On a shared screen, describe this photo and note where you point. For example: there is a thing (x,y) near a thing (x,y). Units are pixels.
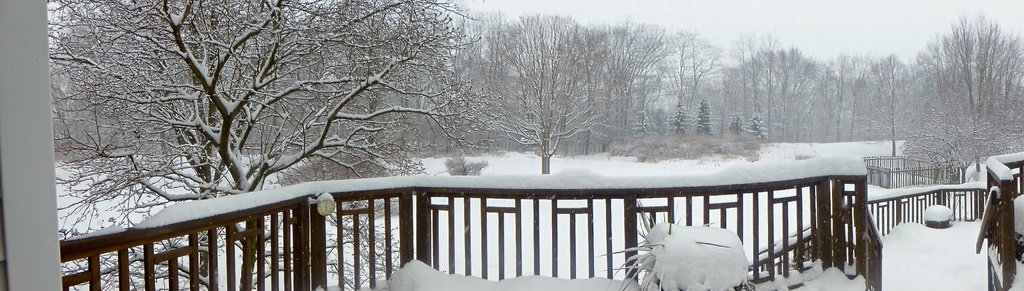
As we can see in the image there is fence (468,209), snow (561,167), plants (650,141), trees (632,56) and a sky (622,20).
